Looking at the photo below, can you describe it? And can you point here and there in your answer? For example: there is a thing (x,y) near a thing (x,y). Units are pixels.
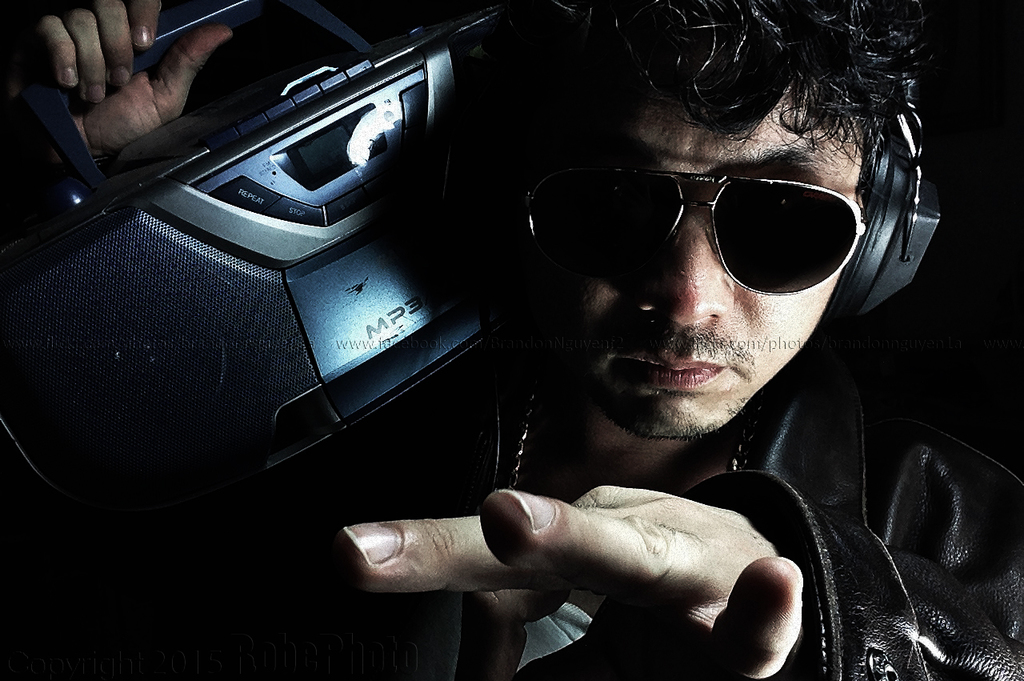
In this image we can see a man (696,405) who is wearing black color jacket (766,495), goggles (804,246), headphones (931,191) and holding tape recorder (229,228) in his hand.
